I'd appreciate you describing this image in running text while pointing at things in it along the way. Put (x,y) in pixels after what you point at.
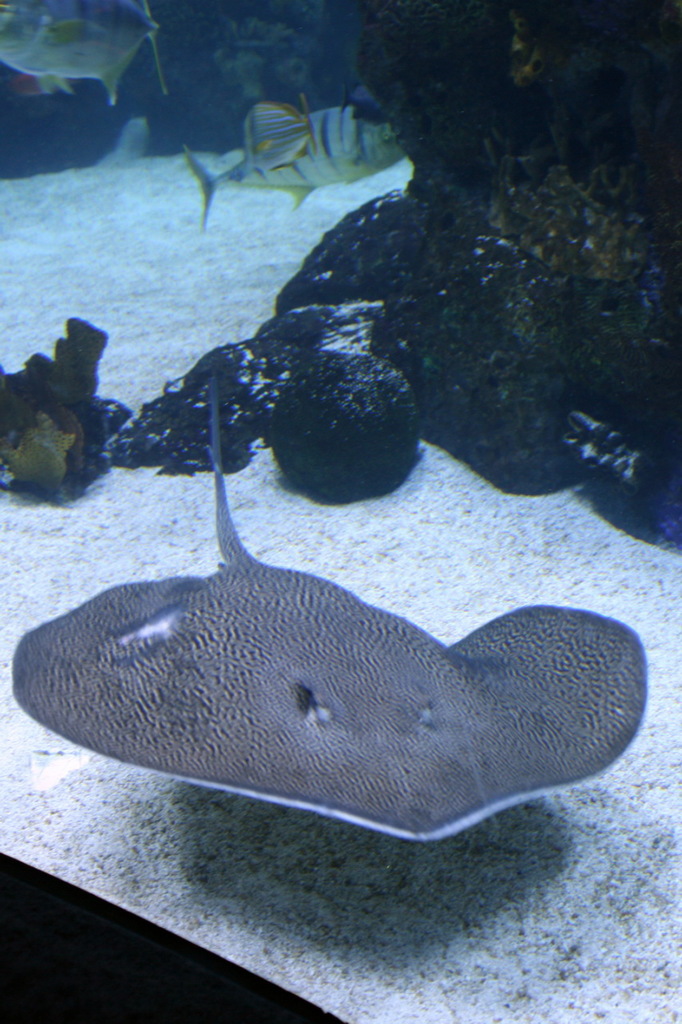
There are two fishes (262,139) in the water (216,94) as we can see at the top of this image (265,152), and one fish (239,573) is at the bottom of this image (319,760). There are some rocks (376,371) in the water (212,108) as we can see in the middle of this image (438,343).
